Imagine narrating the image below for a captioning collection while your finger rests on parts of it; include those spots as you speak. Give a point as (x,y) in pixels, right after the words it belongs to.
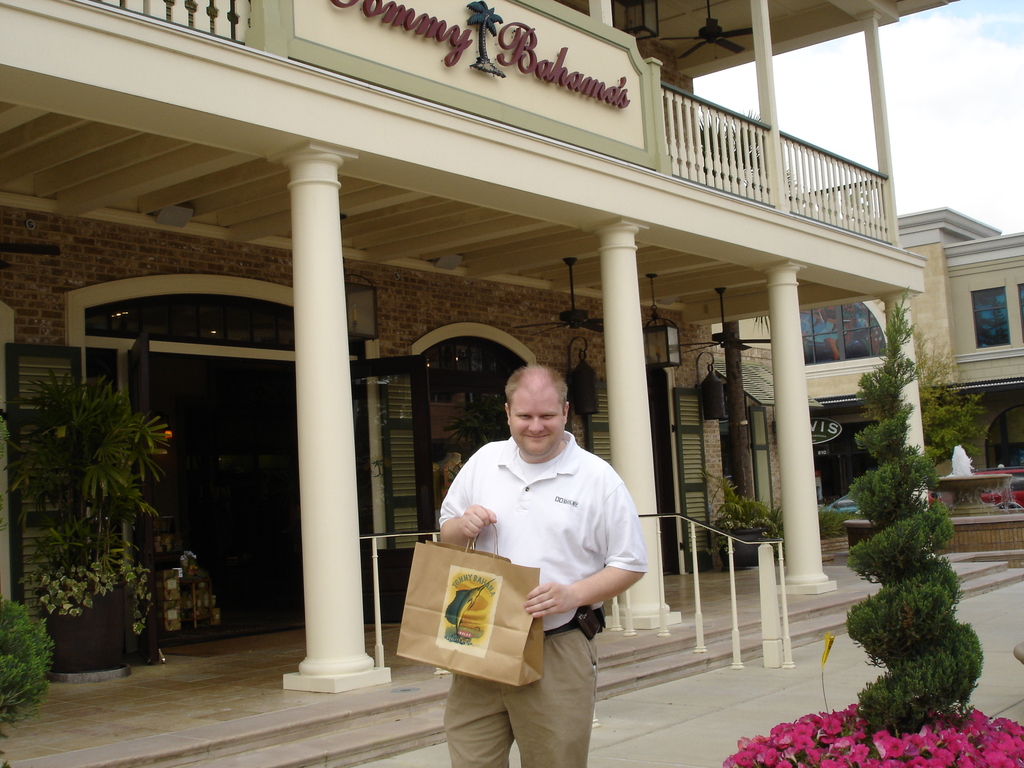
In this picture there is a man (556,730) in the center of the image (560,490), by holding a carry bag (517,629) in his hand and there are buildings (78,273) in the background area of the image (458,350) and there is greenery (875,486) in the image and there are flowers (842,730) at the bottom side of the image (899,747), there is a fountain (961,462) and cars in the background area of the image (971,478).
